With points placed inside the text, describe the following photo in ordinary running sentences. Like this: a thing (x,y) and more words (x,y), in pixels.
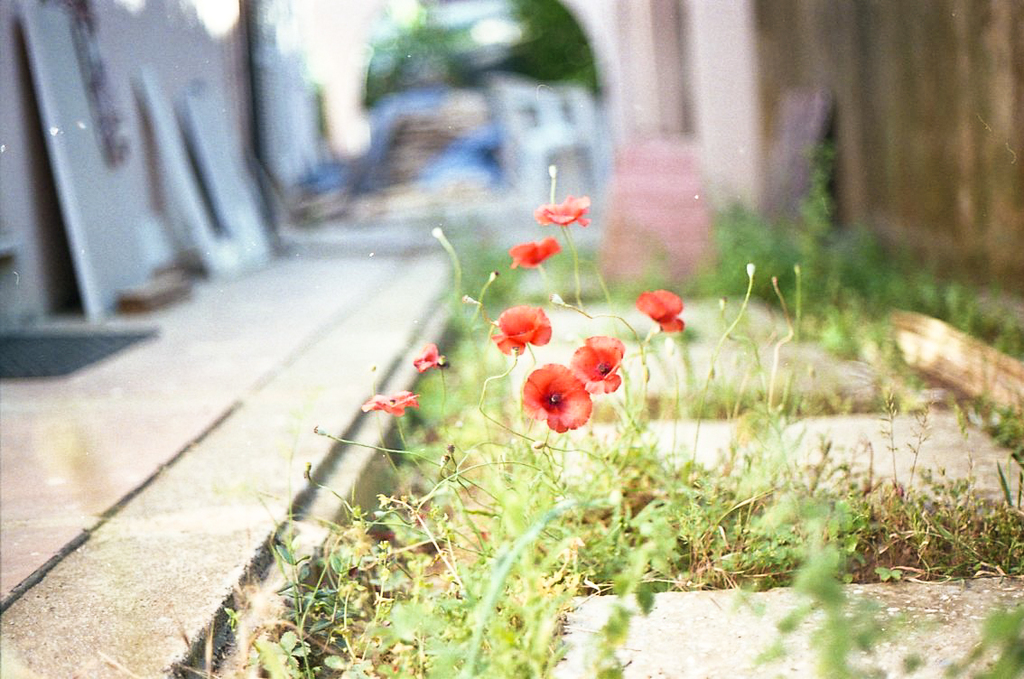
In this image I see the path (310,442) over here and I see the plants (536,498) and few flowers (534,392) over here which are of red in color and I see that it is blurred in the background (415,172).
